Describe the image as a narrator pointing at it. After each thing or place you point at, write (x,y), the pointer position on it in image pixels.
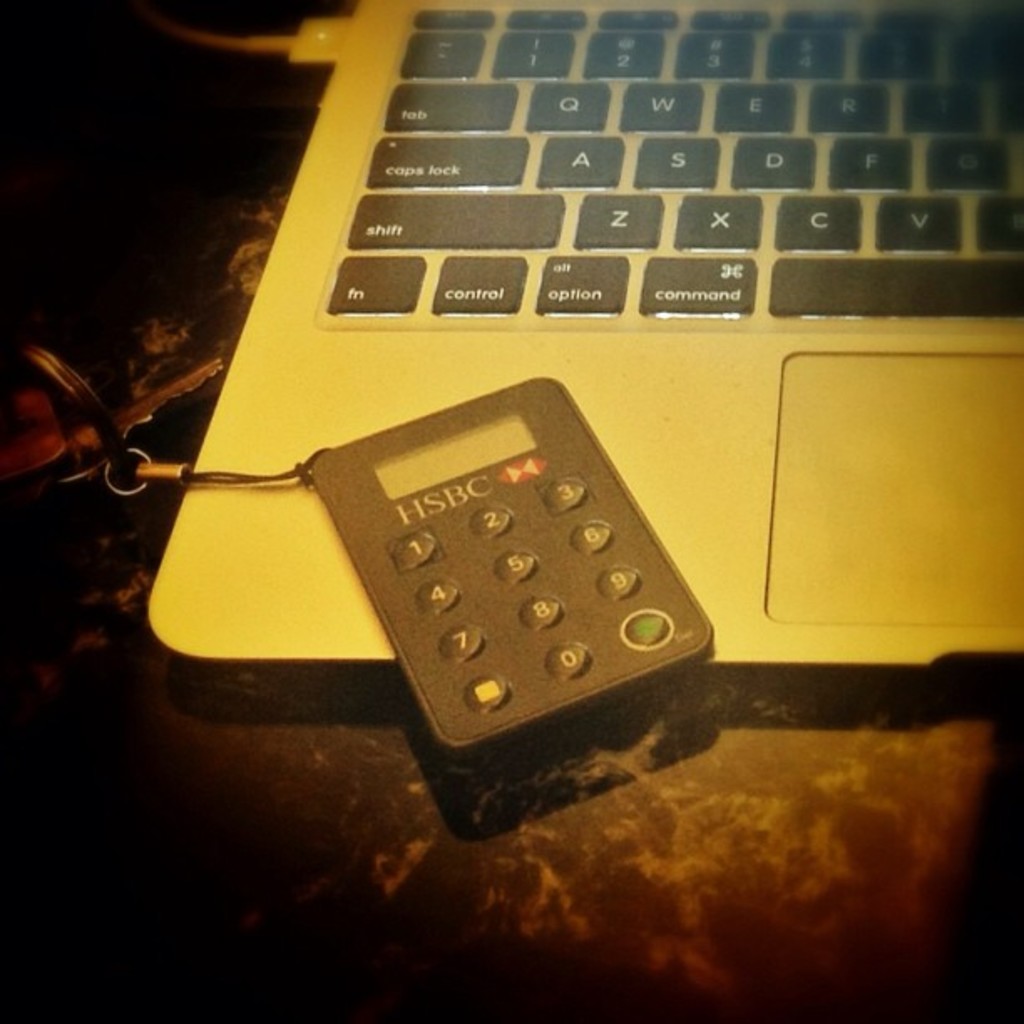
Bottom of the image (643,771) there is a table (643,771), on the table (48,1014) there is a laptop (683,514) and keys (19,396) and calculator (400,507).
